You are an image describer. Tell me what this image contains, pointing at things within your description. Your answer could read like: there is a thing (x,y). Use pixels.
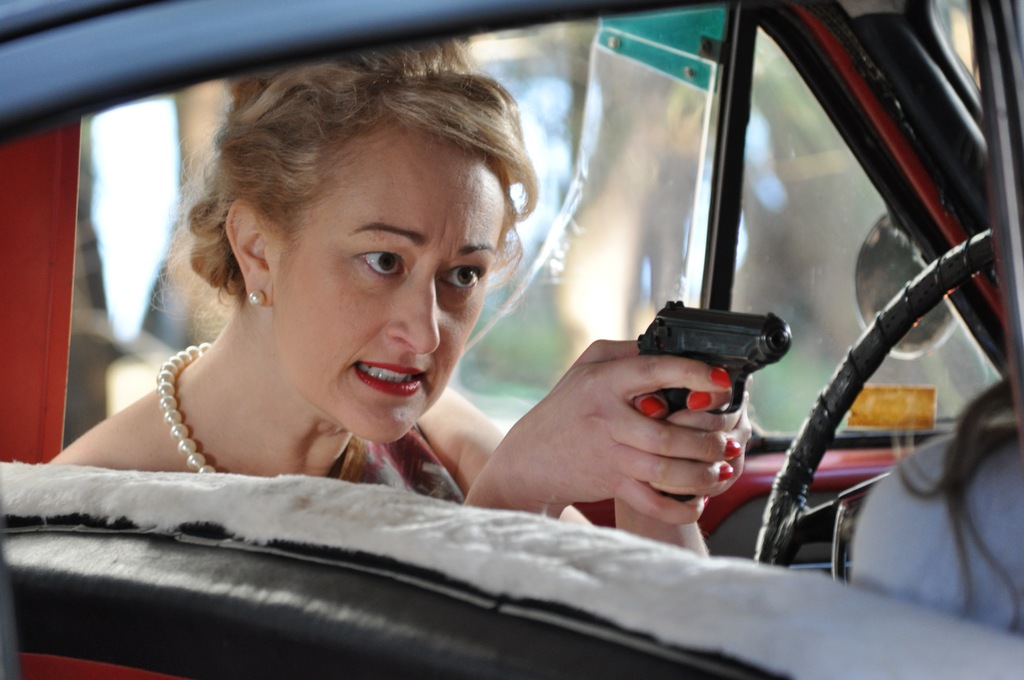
There is a lady (452,234) in the foreground area of the image (526,450) holding a pistol (746,338) in her hand (698,431), it seems like she is sitting in a vehicle (736,211) and background (811,217) area is blur.
